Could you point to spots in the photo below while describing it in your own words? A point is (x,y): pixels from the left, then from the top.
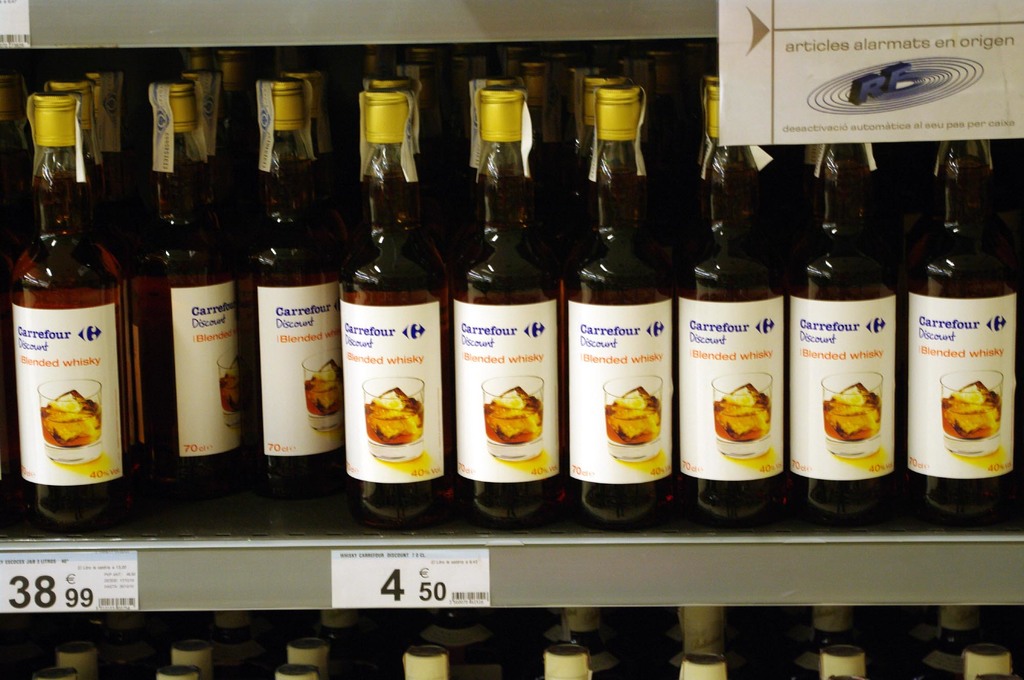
In this picture there are bottles (354,365) in series in the center of the image (545,393).
